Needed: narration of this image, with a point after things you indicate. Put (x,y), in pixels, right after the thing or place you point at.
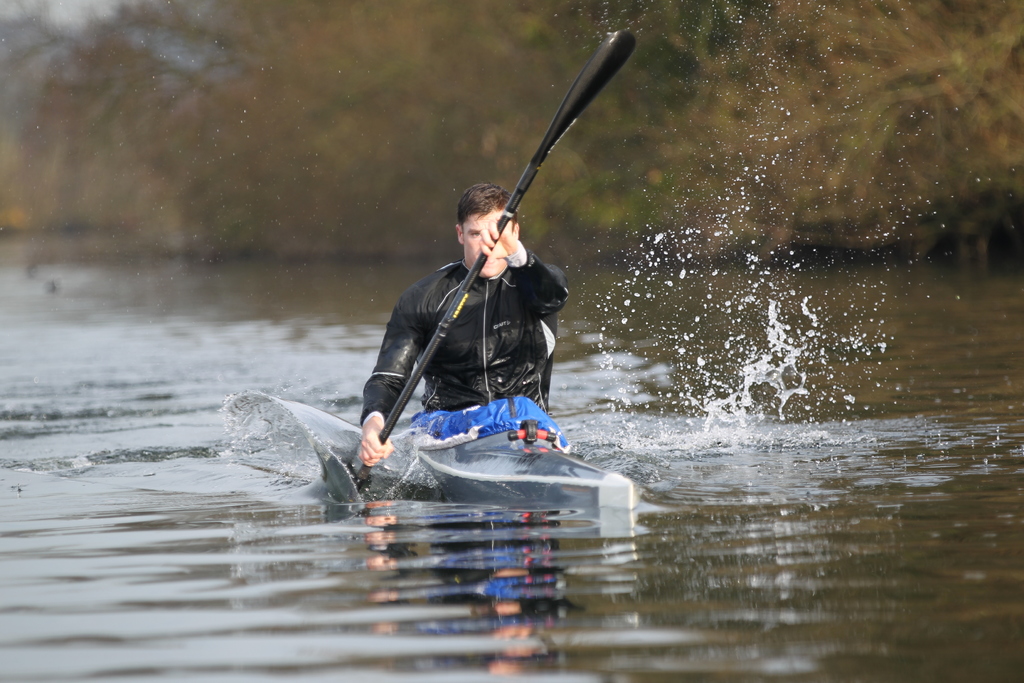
In the picture we can see a person (534,361) wearing black color jacket (467,370) sitting in a boat (449,466) holding oar (571,104) in his hands (362,456) sailing on water (284,355) and in the background (603,20) there are some trees (145,160).
